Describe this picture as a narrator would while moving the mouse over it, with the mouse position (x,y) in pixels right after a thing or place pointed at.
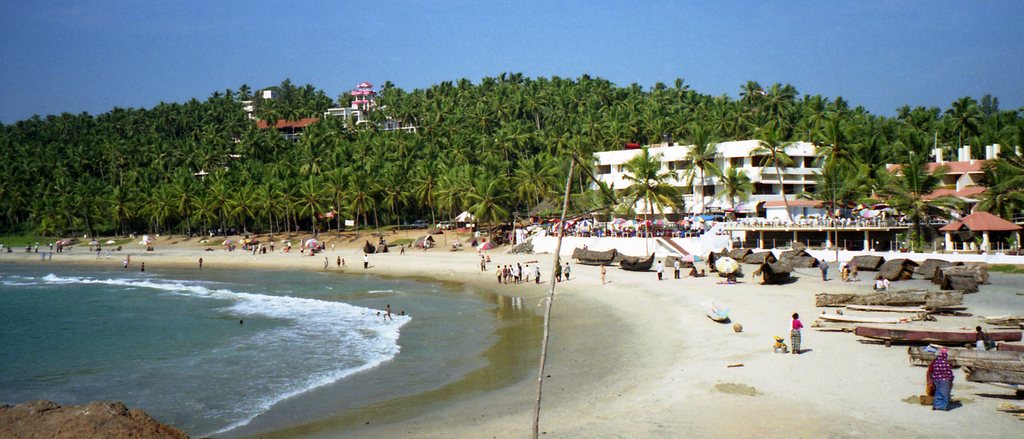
In this image we can see a group of people (596,231) standing on the ground (370,271), some umbrellas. In the right side of the image (962,335) we can see some wood logs (955,293), huts (965,278) and some buildings (799,175) with windows (976,186) and poles (988,235). In the background (285,165), we can see a group of trees (506,188). On the left side of the image (327,353) we can see water (171,354). At the bottom of the image (541,385) we can see rock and wooden poles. At the top of the image (492,59) we can see the sky (444,12).
